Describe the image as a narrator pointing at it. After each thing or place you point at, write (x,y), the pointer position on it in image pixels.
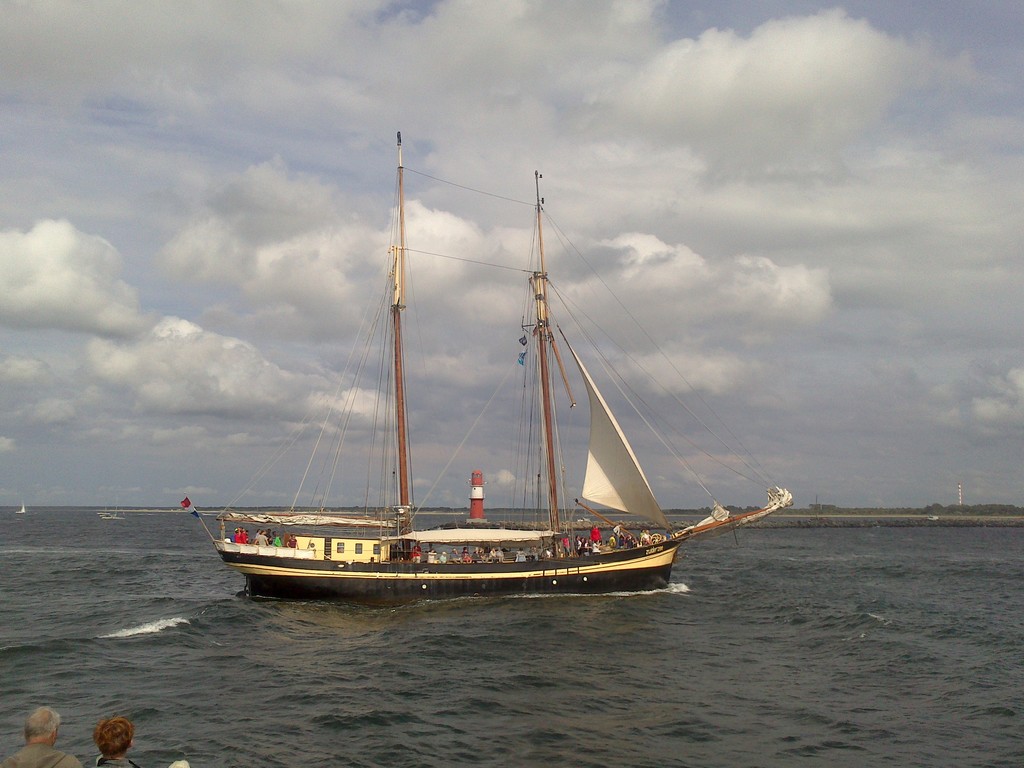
In this picture I can see a boat (379,397) in the water (495,643) and I can see few people (523,555) in the boat (373,557) and I can see a tower (473,511) and looks like another boat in the back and I can see few people (126,730) at the bottom left corner of the picture (42,715) and I can see blue cloudy sky (430,275).
